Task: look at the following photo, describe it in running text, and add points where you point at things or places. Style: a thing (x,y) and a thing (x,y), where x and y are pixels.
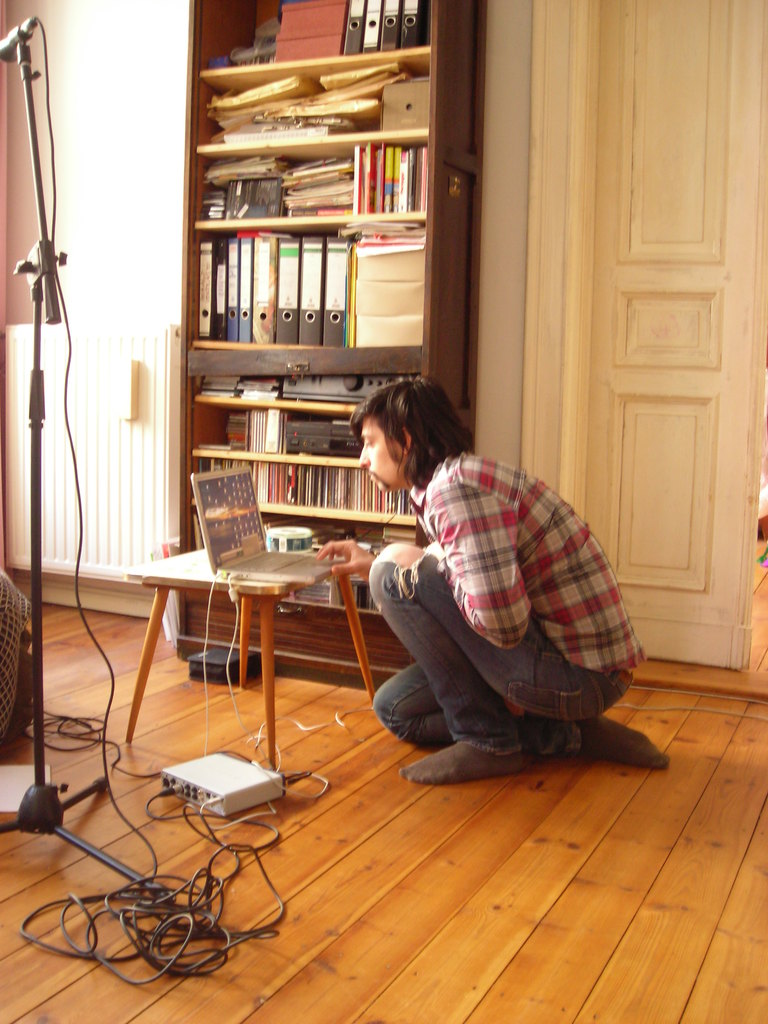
As we can see in the image there is a mike (20,33), books (362,16), table (161,612), laptop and a man (507,597) sitting on floor (490,894).
